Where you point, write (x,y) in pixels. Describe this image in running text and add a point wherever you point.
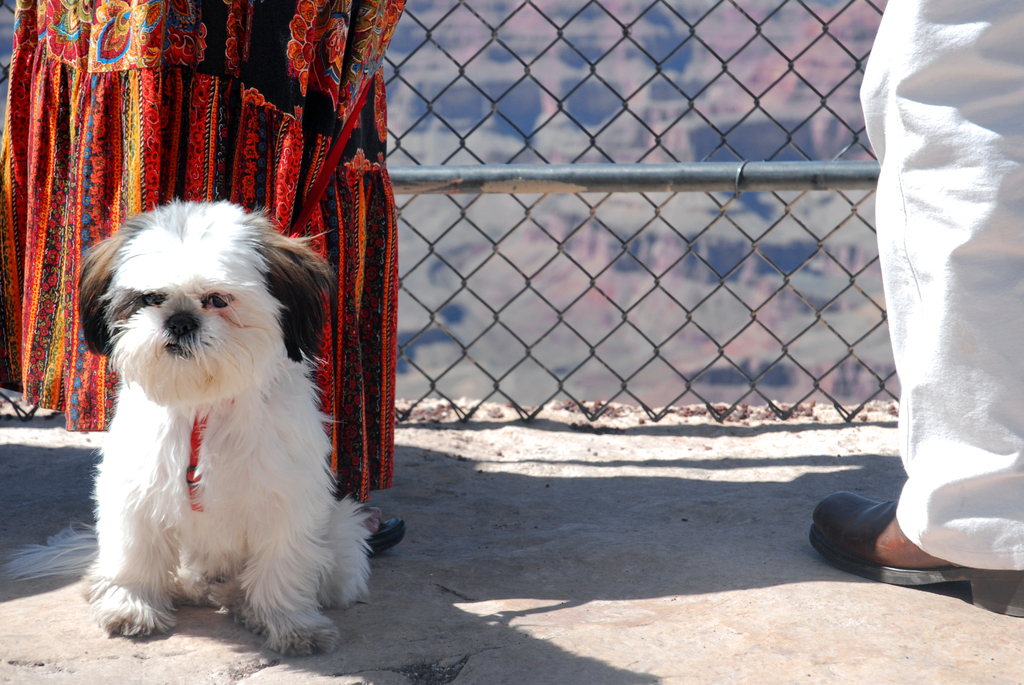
In this image I can see two people (163,174) and the dog (133,482). I can see the dog (172,445) is in white, black and cream color. In the background (484,203) I can see the metal rod (656,176) and fence (453,365).
